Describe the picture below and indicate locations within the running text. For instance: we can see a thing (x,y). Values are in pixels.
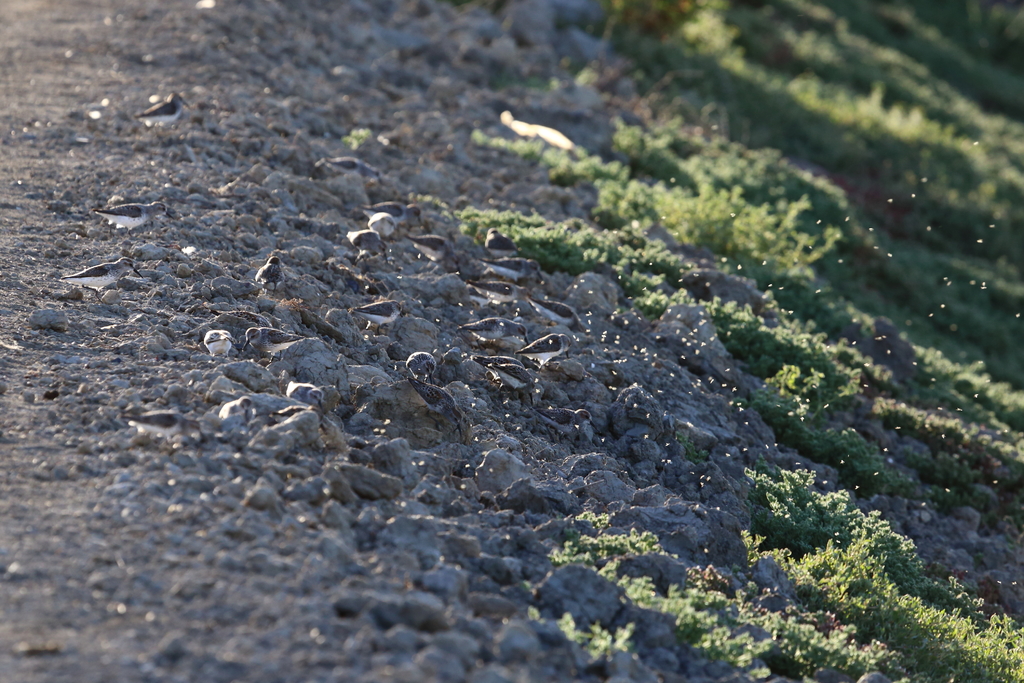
It is a zoom in picture of the birds (453,421) and there are small stones (468,393) and beside the stones (734,296) there is some grass (770,213).
